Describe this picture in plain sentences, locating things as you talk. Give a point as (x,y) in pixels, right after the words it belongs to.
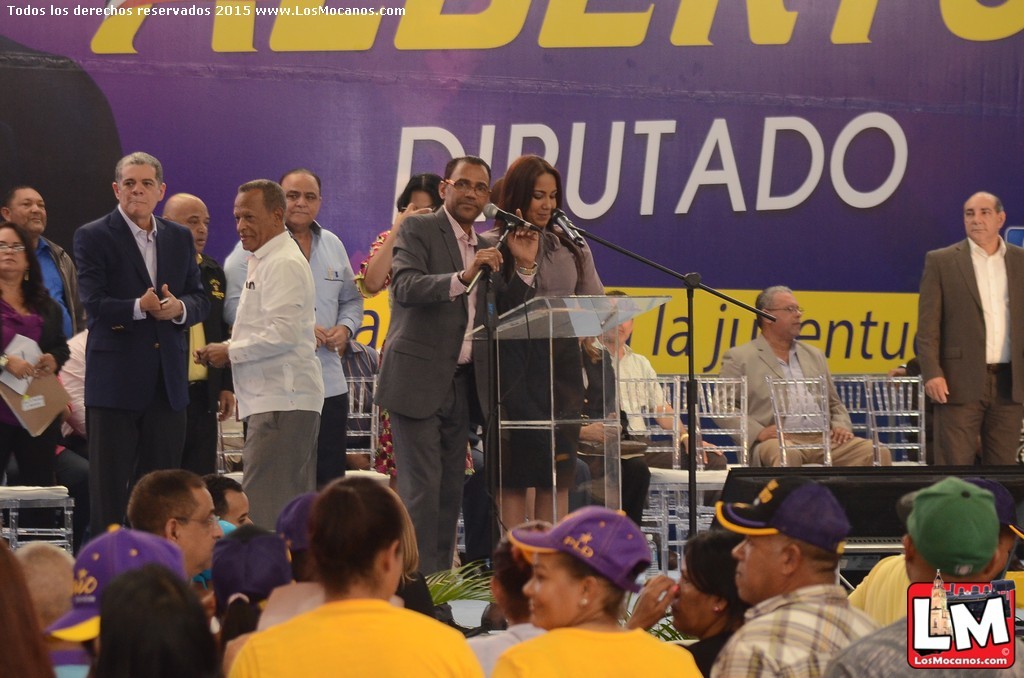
In the bottom right (964,590), there is watermark (963,613) and there are persons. In the background (19,212), there are persons (156,182) standing on the stage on which, there are chairs (832,382) arranged, there are persons (619,327) sitting, mics (497,210) attached to the stands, there is a stand (554,324) and there is a hoarding (714,35).
